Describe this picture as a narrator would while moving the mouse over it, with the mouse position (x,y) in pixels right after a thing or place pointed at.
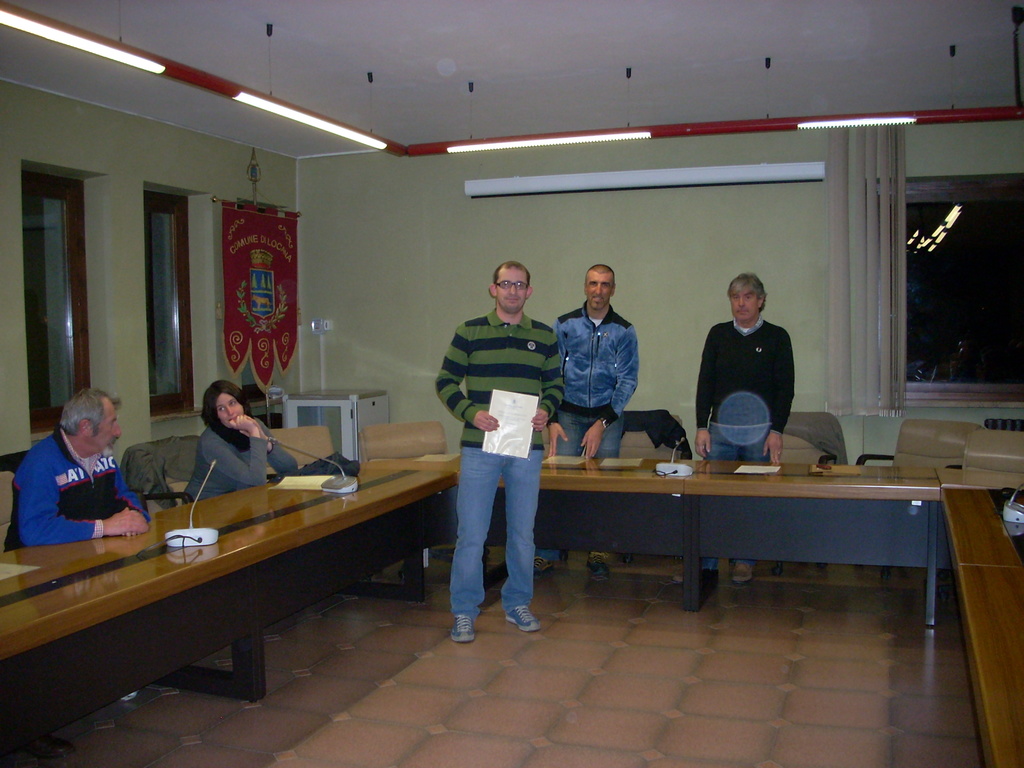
In this image we have a group of people (724,389), among them on the left side (85,494) we have a man (94,476) and a woman (240,480) who are sitting on the chair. On the right of the image (791,360) we have three men (577,313) who are standing. The person (526,329) in the middle (525,466) is holding a paper (509,455). Here we have a table (359,486) with some stuff (312,468) on it. Behind this man (526,345) we have a green colour wall (476,207) and a curtain (889,289).
